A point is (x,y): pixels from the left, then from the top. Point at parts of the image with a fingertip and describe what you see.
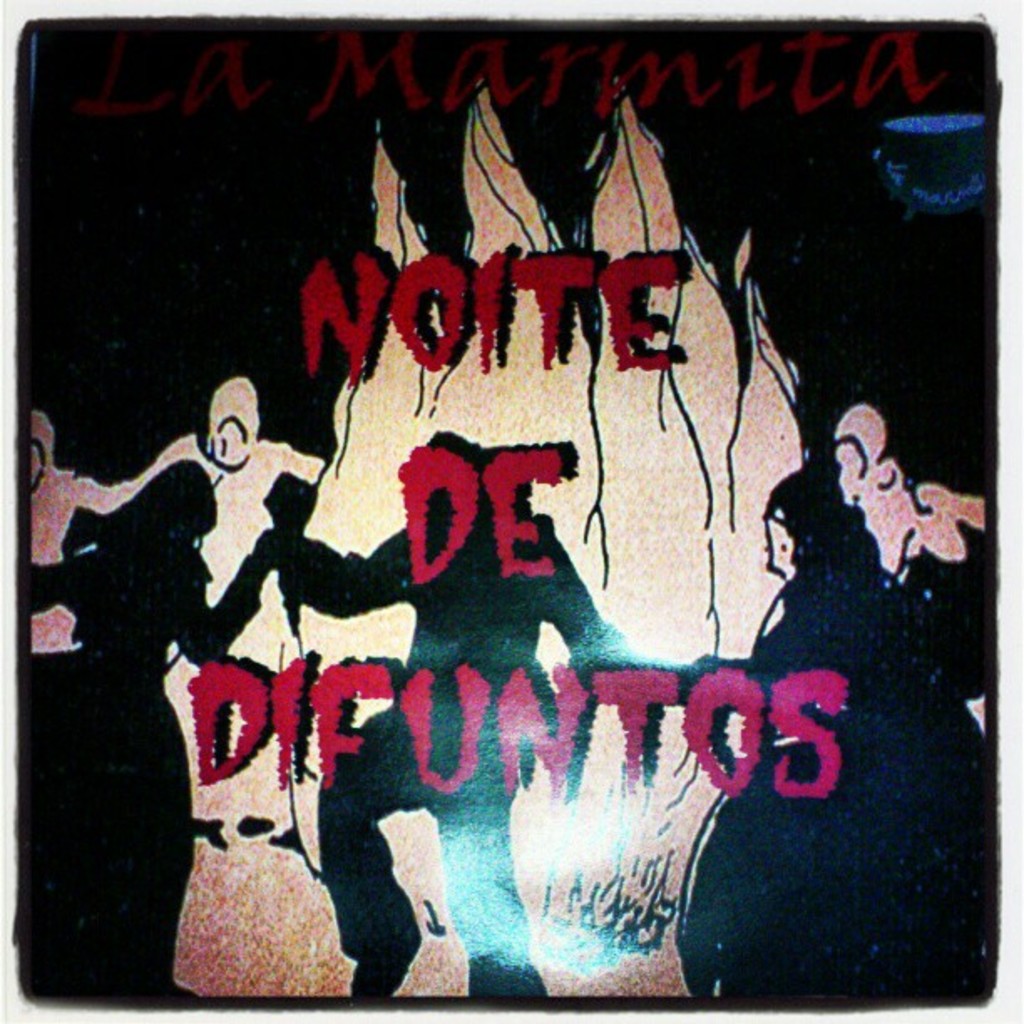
In this picture I can see there is a poster (340,673) and there is an image (337,820) of people (90,685) standing around the fire (522,374) and there is something written on it.
